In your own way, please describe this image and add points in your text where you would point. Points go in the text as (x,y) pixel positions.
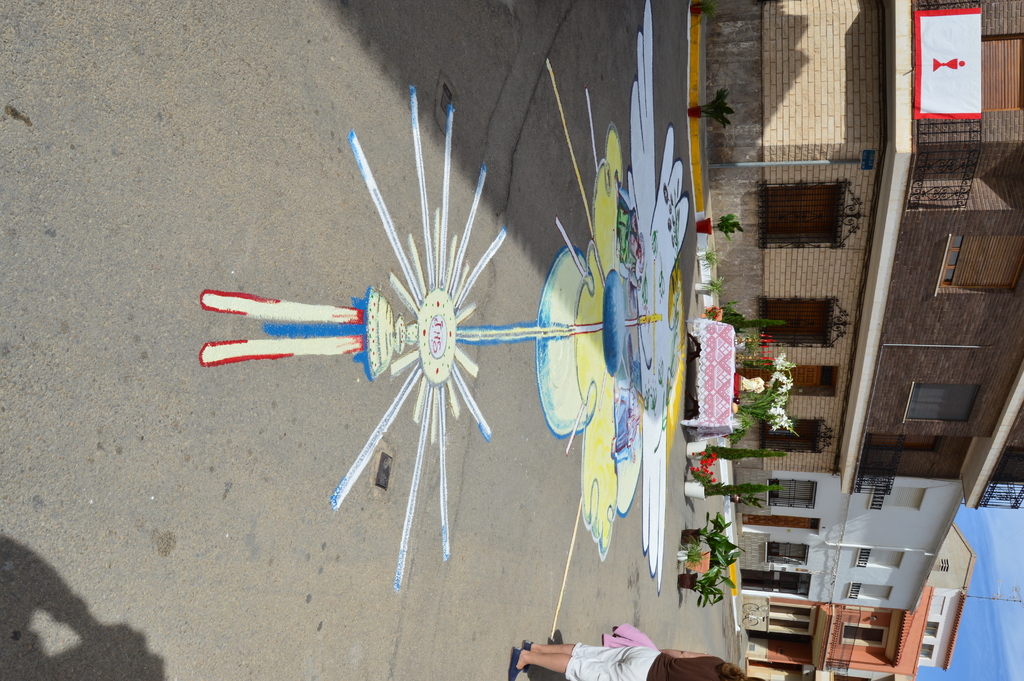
In this picture we can see some buildings (851,467), in front (462,433) we can see the road (538,353) on which we can see painting (601,378), potted plants (706,263), and table (733,377) with few objects (749,390).
